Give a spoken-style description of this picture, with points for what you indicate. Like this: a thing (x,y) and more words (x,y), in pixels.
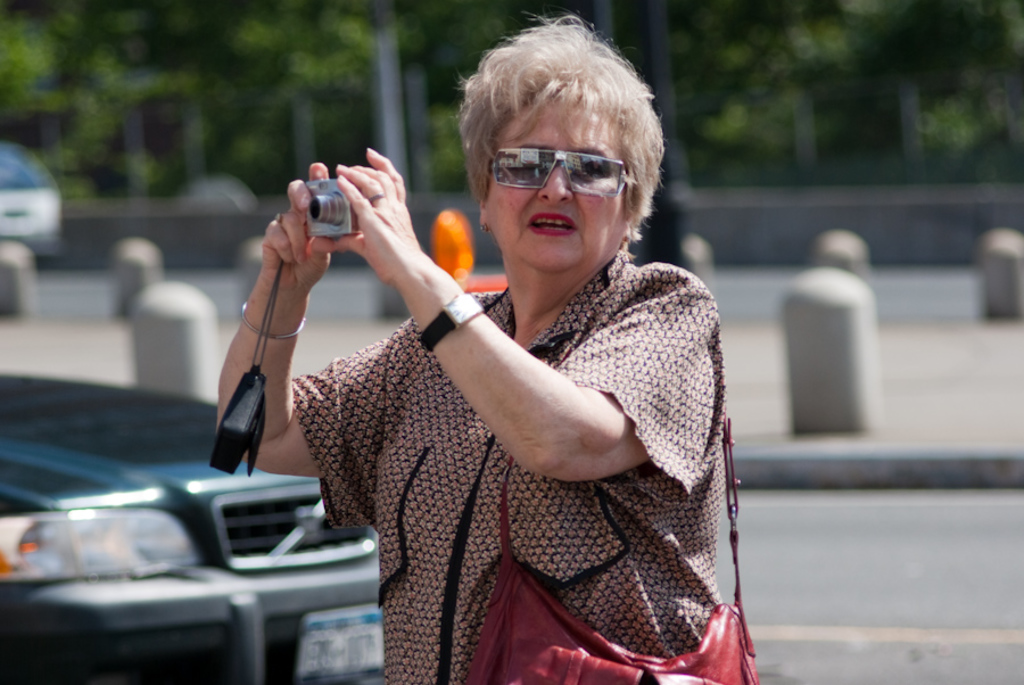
In this picture there is a lady (570,248) in the center of the image (587,229), by holding a camera (327,209) in her hands (402,268), there are vehicles (44,453), trees (352,27), and poles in the background area of the image (739,108).
